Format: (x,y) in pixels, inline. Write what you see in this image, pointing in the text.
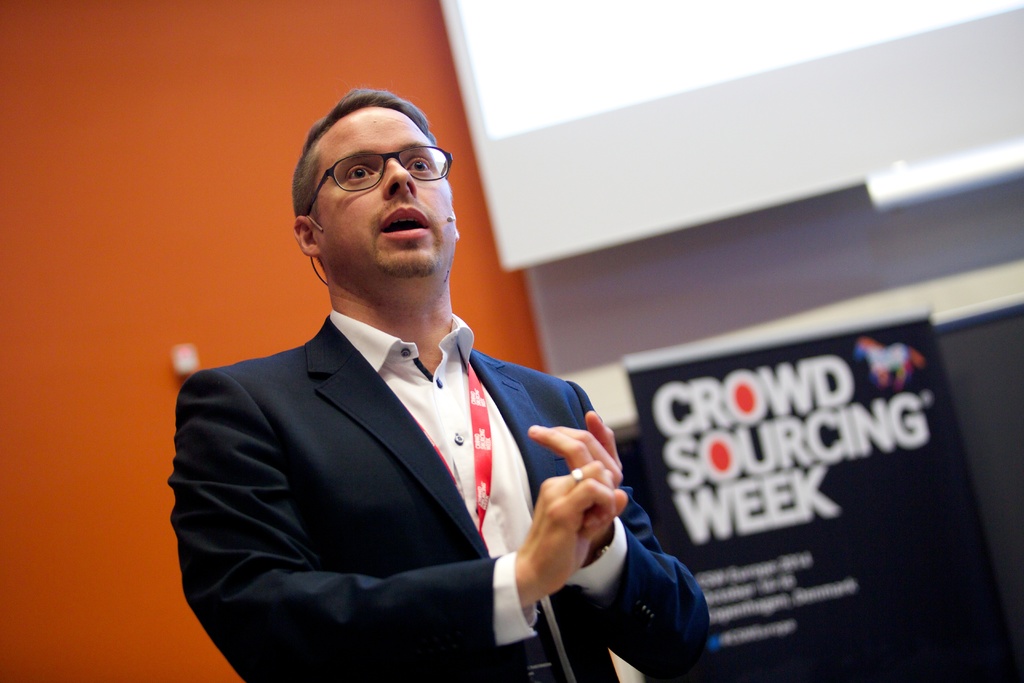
In the picture I can see a man (410,515) is standing. The man (414,359) is wearing spectacles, a microphone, an ID card (481,505), a shirt (461,482) and a coat (338,558). In the background (841,527) I can see a wall (244,279) and a banner (751,464) on which there is something written on it.
